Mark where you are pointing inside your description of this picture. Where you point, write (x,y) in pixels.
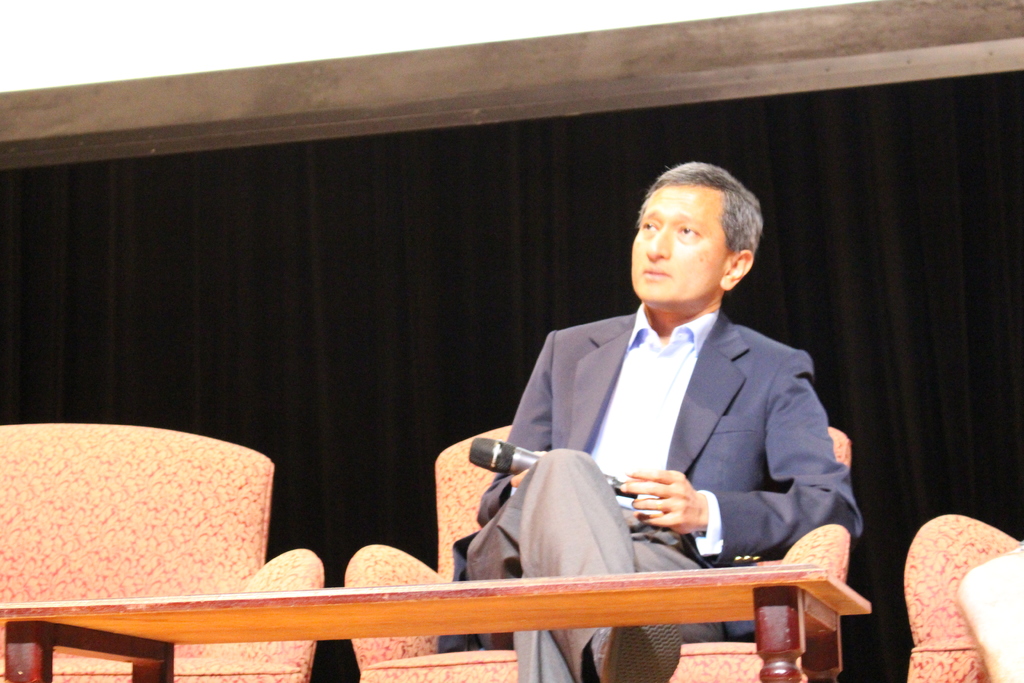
In this picture there is a man (595,503) sitting on the sofa (456,461) and holding a mike (523,460). He is wearing a blue blazer (733,391) and grey trousers (575,534). On either side of him, there are sofas (161,472) which are empty. Before him there is a table (547,625). In the background (300,221) there is a curtain (600,167).
